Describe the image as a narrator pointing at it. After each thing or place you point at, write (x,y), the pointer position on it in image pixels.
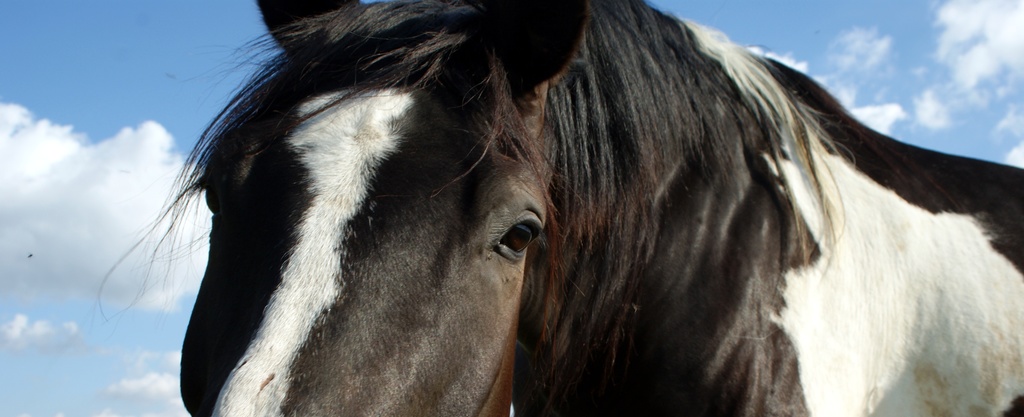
In this picture we observe a black and white horse (714,244).
